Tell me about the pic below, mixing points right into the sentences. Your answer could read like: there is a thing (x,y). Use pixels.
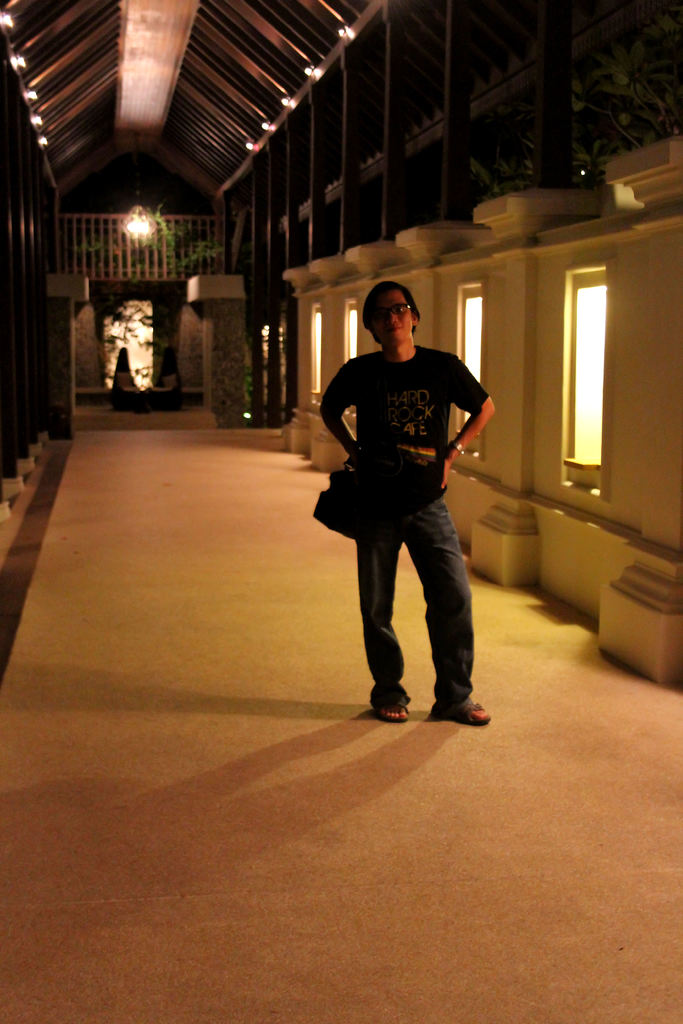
In this picture we can see a person (395,291) wore a spectacle (408,308) and standing on the floor (205,617) and at the back of this person (406,340) we can see windows (350,344), lights (20,60), pillars (253,361), fence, plants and some objects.
